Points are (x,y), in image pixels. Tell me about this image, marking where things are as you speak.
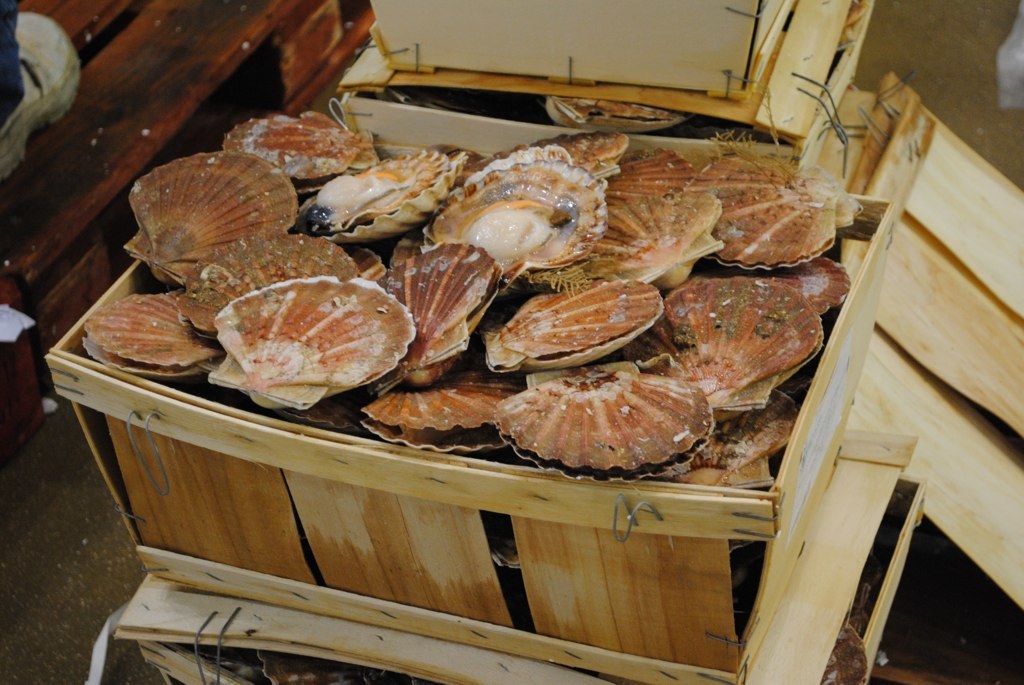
In this image I can see wooden boxes (380,519) which are brown and cream in color and in the boxes (870,322) I can see seashells (585,309) which are brown, cream and white in color. To the left top of the image (40,57) I can see a person's leg (5,75) wearing white colored shoes (39,75).
